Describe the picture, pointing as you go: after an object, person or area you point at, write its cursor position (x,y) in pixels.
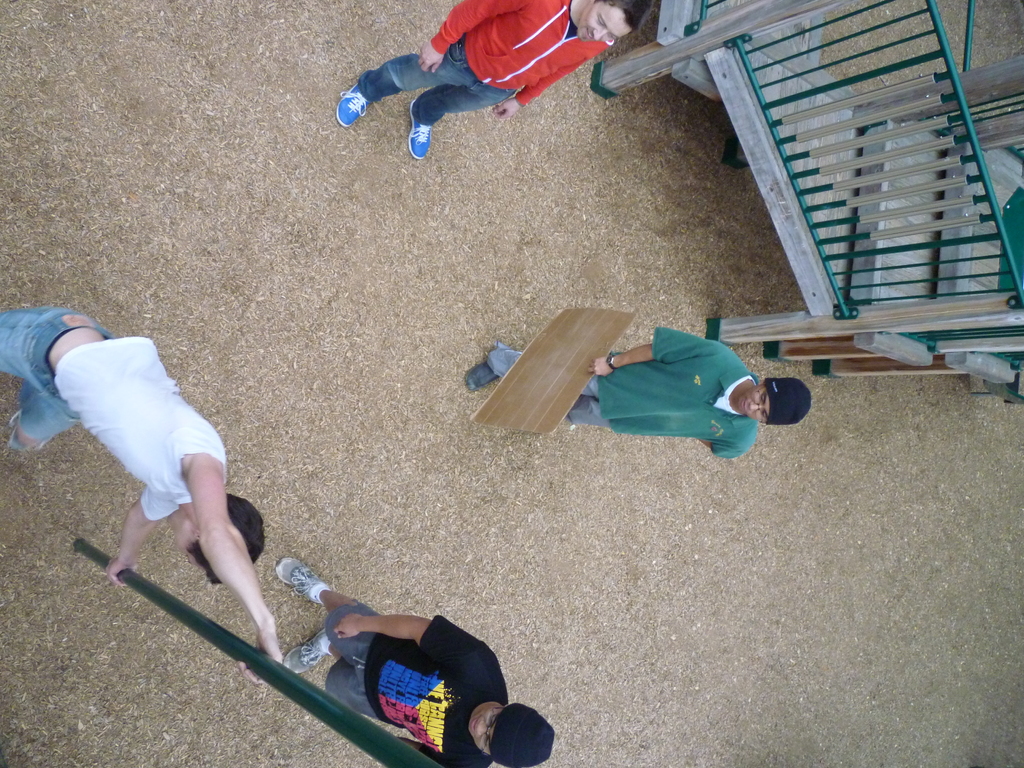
In this image we can see some people (604,377) on the ground (599,563). A person (627,425) holding a cardboard sheet (575,375). And another person (131,537) holding a pole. On the right side (906,188) we can see a wooden fence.
